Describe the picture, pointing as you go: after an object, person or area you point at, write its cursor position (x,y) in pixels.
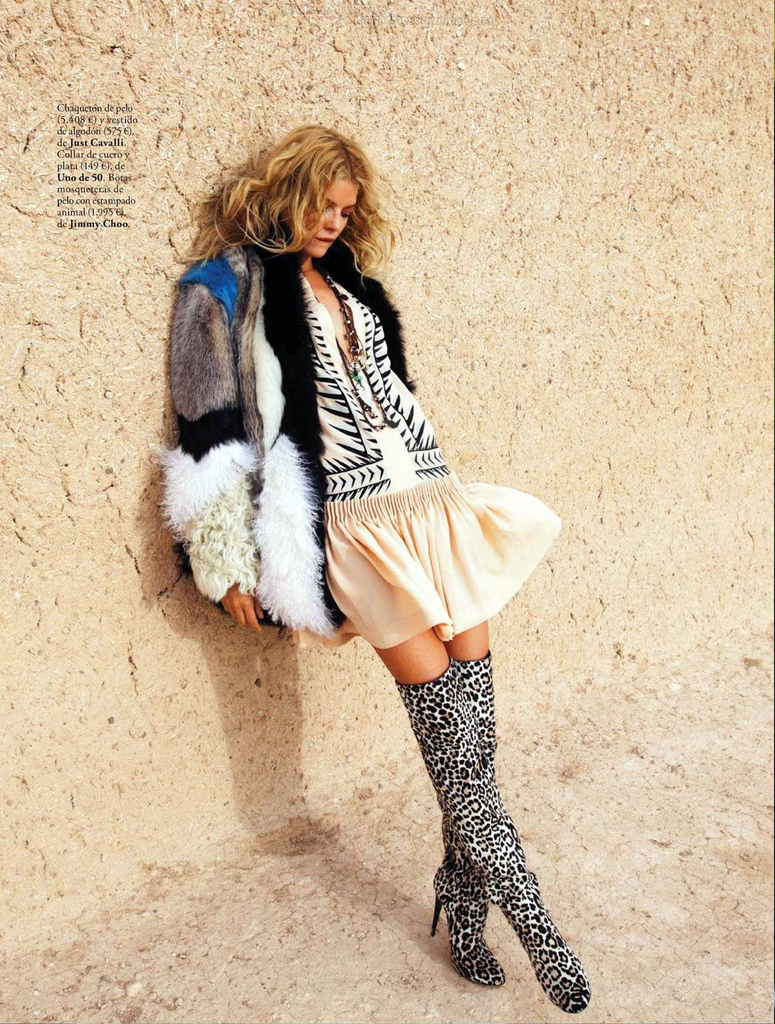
In this image we can see a person (403,638). In the background of the image (707,160) there is a wall (750,624). On the image there is a watermark (110,194).
